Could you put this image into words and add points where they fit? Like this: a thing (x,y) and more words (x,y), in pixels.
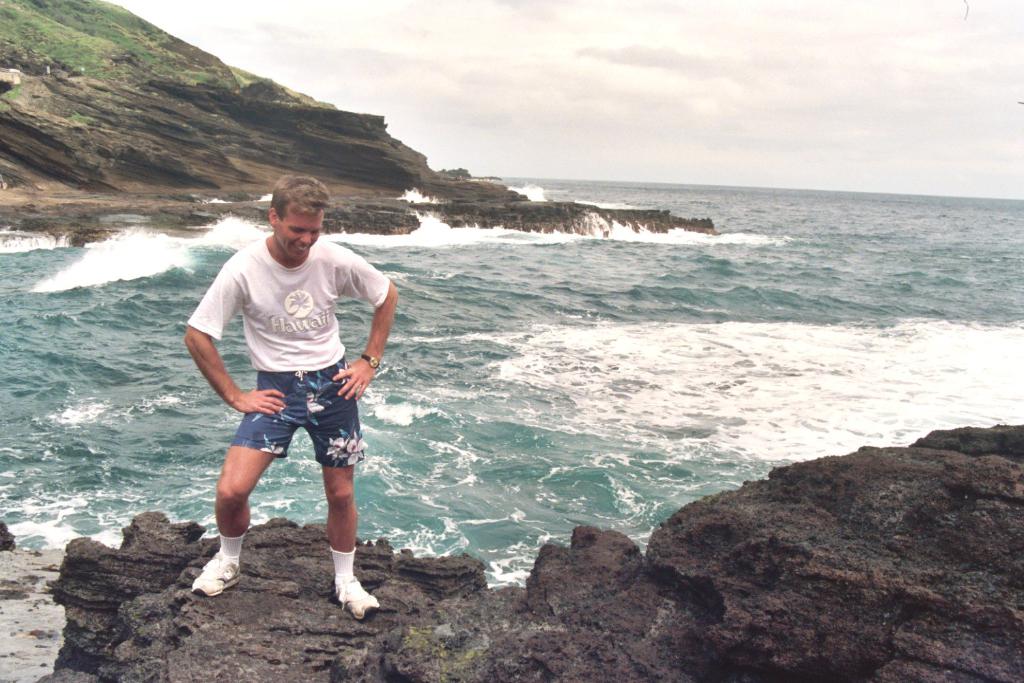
In this picture, we can see a person (281,321), the ground (570,646), mountain (137,144), grass (22,27), water (27,308) and the sky (694,93).
